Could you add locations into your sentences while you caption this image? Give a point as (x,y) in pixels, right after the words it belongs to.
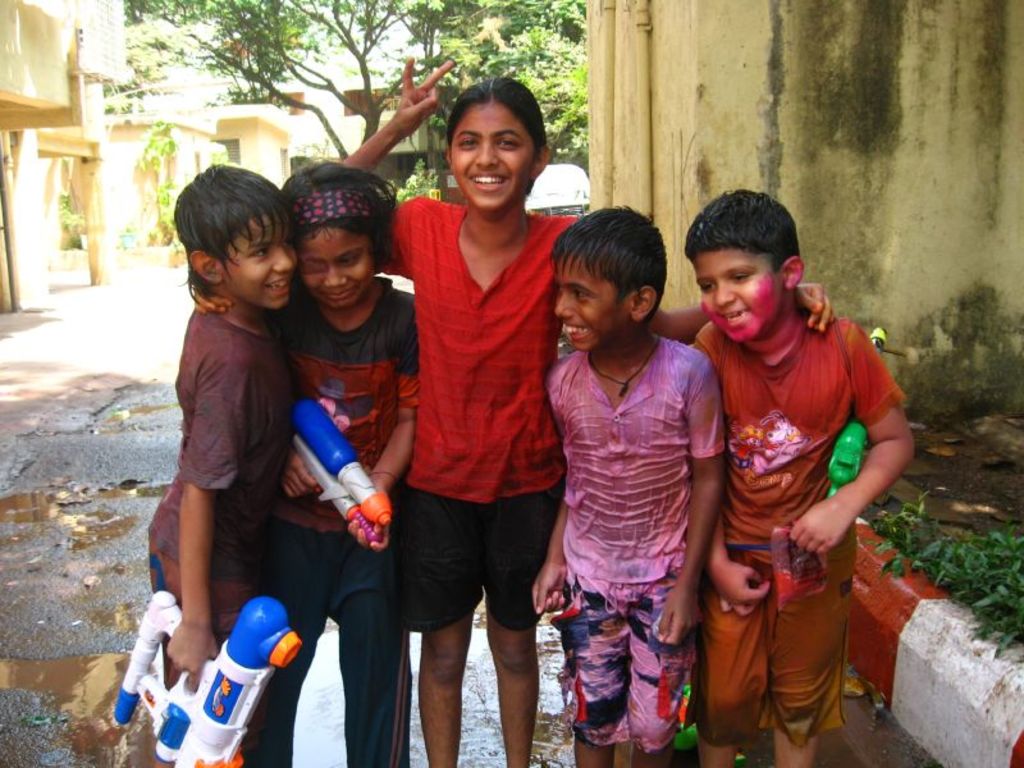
In this picture we can see five people (568,624) and they are smiling and in the background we can see buildings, trees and a vehicle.
